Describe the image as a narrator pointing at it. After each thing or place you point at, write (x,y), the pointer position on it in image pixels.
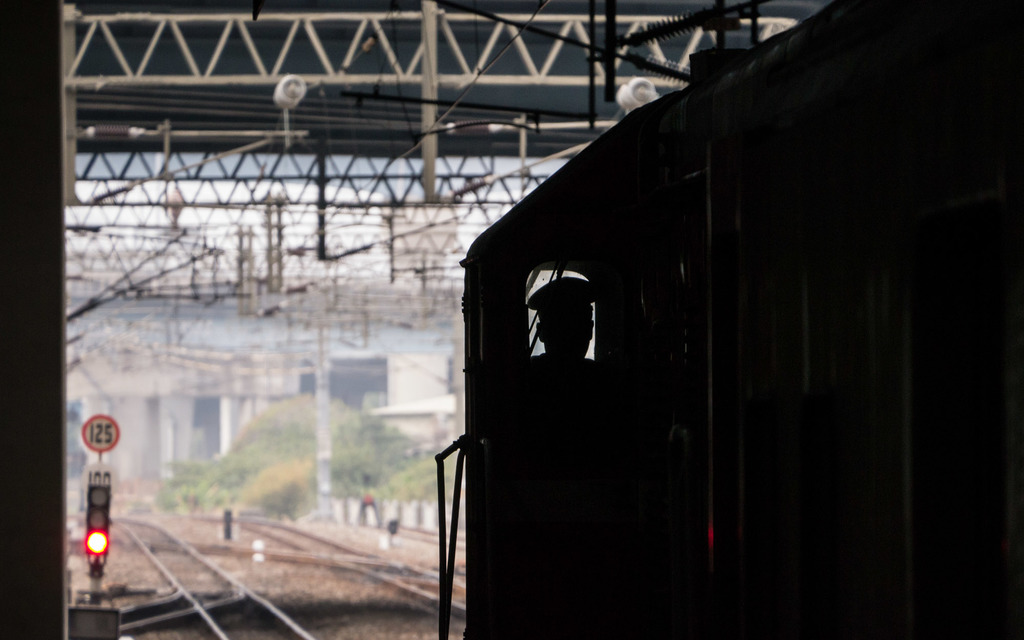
This image consists of a man (561,354) driving train (558,447). At the bottom (227,605), there are tracks (207,572). To the left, there is a signal pole (101,518). At the top (215,64), there are stands (320,182) along with wires (216,247).
